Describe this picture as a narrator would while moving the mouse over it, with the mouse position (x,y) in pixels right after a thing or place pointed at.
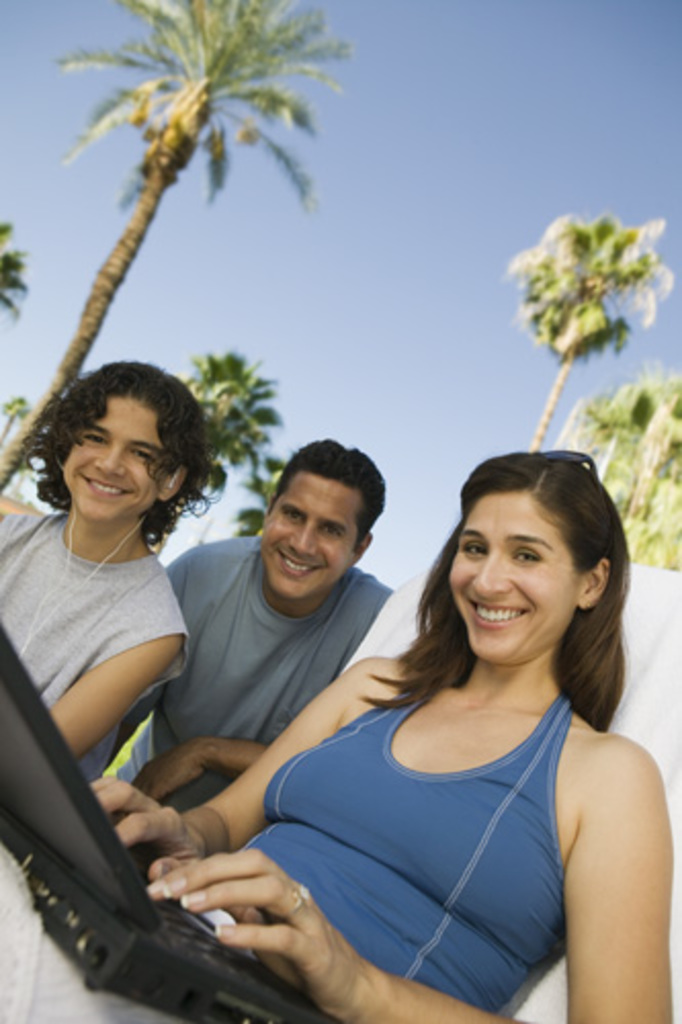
In this picture I can see there are three persons (47,546) sitting here and among them there is a woman (176,862) on to right (460,908) and she is operating a laptop (112,875) and smiling and in the backdrop (136,275) there are trees (638,455) and the sky (479,258) is clear.
